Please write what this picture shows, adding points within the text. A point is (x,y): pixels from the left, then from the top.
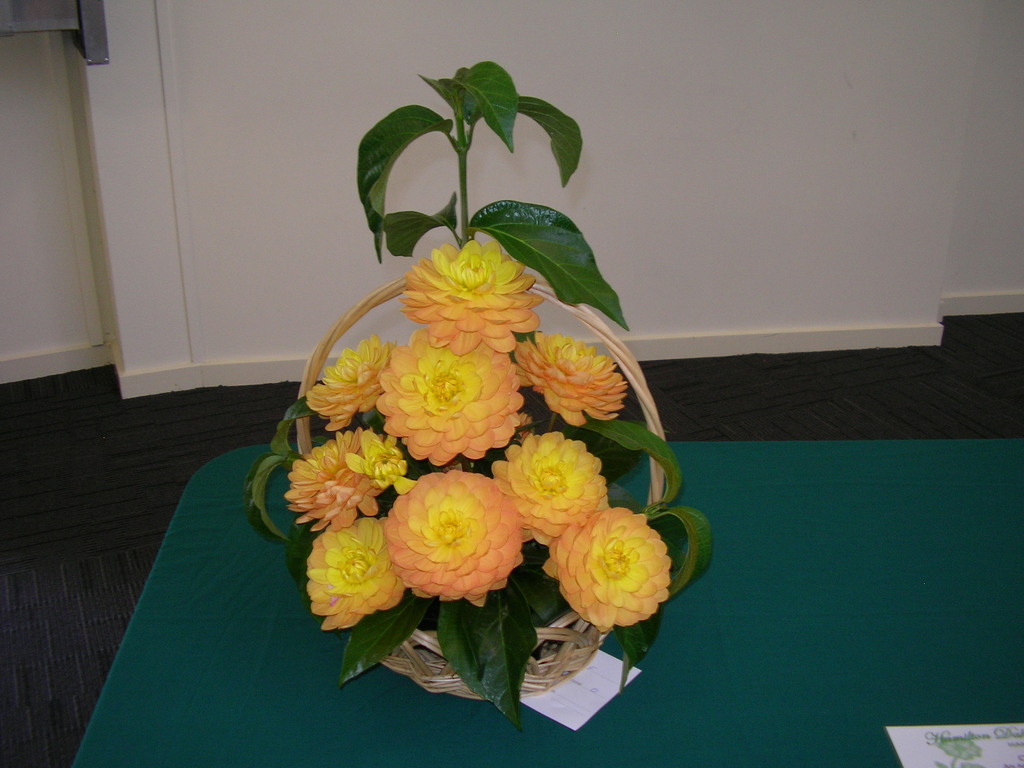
In this picture we can see flowers (404,397) in the basket (543,660) which is kept on the green cloth (713,737). At the back (429,61) there is a wall (188,162). On the bottom right corner (944,742) we can see paper (932,758).
